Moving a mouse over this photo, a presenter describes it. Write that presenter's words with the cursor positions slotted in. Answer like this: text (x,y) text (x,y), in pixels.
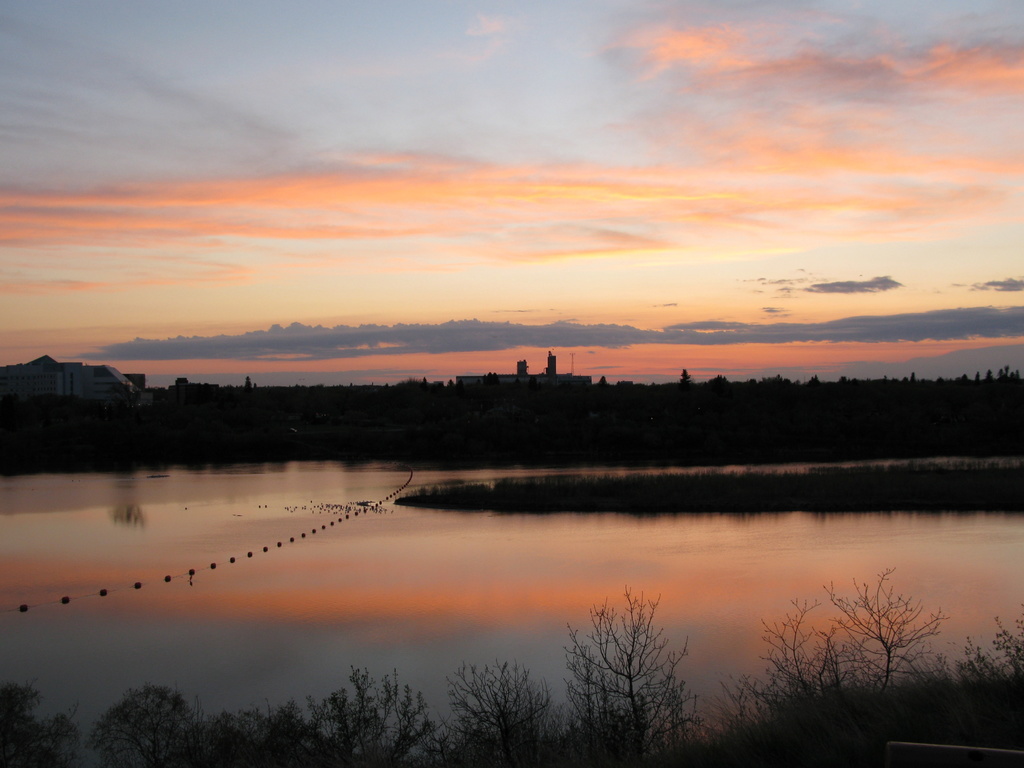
In the image in the center (433,287), we can see the sky (423,127), clouds (491,255), trees (824,417), water (86,516) etc.
